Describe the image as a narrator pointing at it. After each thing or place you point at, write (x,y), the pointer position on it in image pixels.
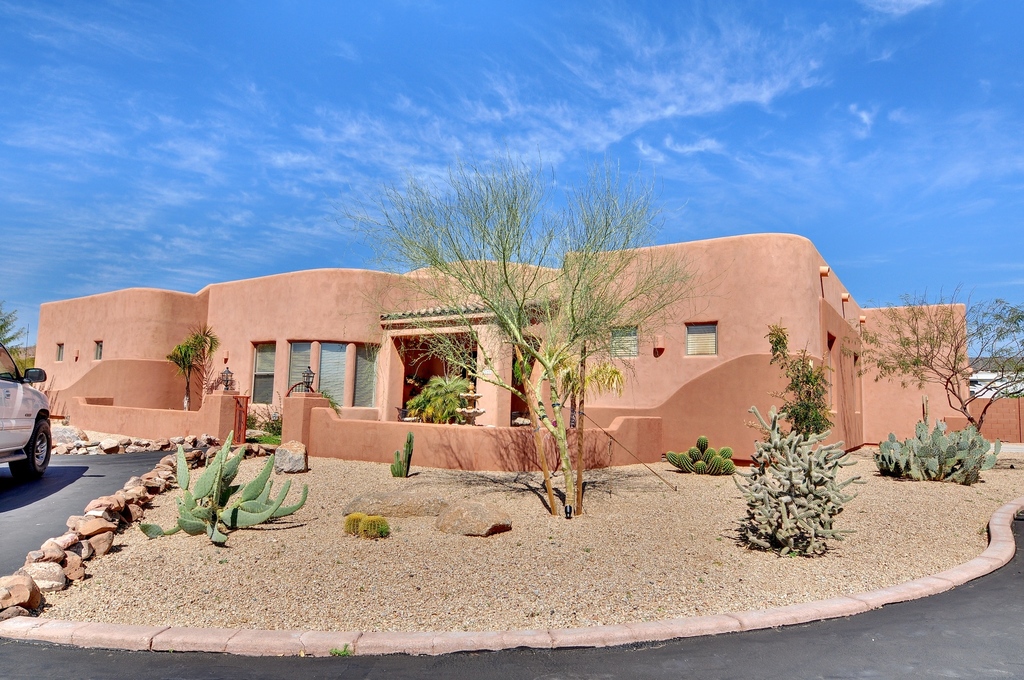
At the center of the image (381,368) there is a building (393,387), in front of the building (388,411) there are trees (562,455) and plants (166,531). On the left side of the image (27,436) there is a vehicle (23,473). In the background (825,117) there is a sky (758,122).
